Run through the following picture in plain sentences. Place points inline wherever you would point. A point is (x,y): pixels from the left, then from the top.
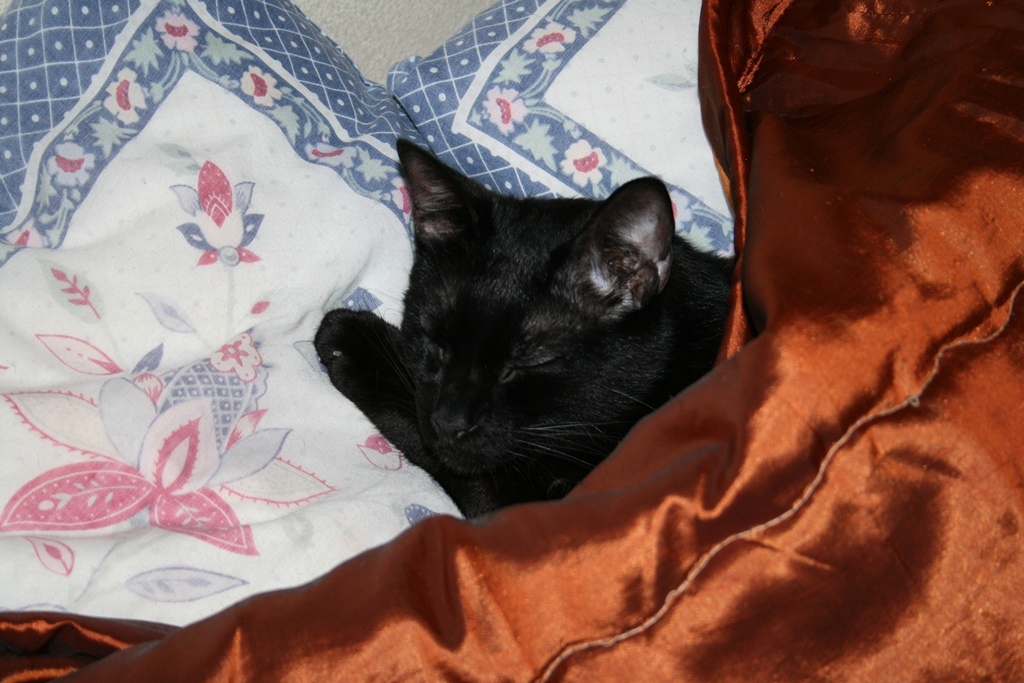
In the picture we can see a cat (488,456) sleeping under the bed sheet (830,363) on the pillows (253,589) and the cat (565,419) is black in color.
